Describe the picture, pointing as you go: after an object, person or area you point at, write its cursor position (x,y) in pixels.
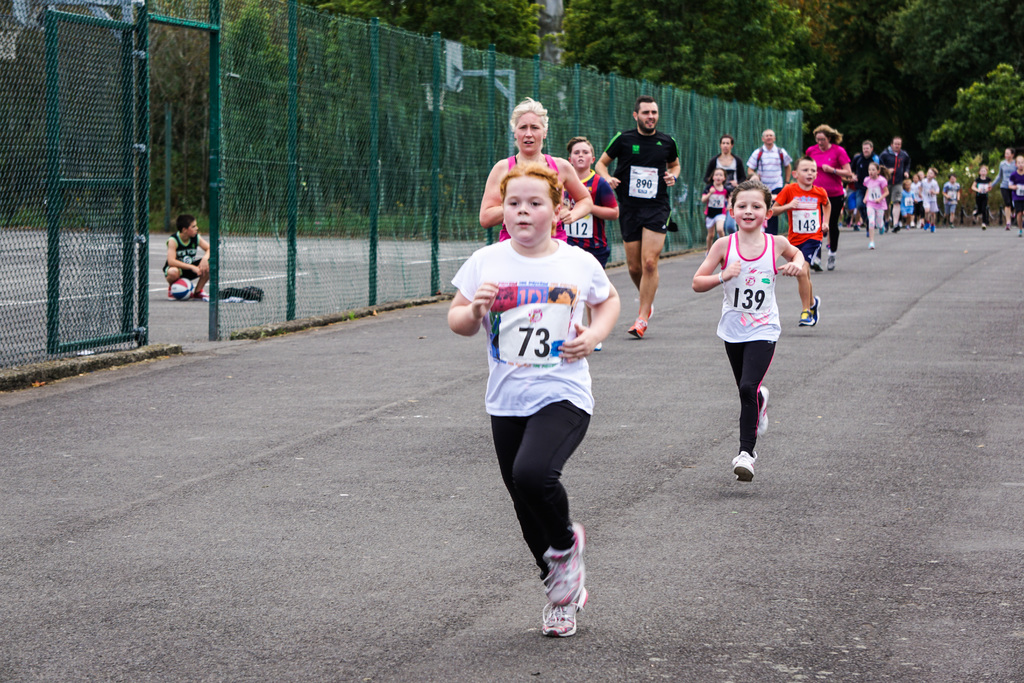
There are children (550,246) and adults (1013,171) running on the road (369,429), near a green color fencing (386,124). Beside this fencing (235,207), there is a person (166,267) squatting, near a ball (175,292), which is on the court (164,299). In the background (847,12), there are trees (986,58).
